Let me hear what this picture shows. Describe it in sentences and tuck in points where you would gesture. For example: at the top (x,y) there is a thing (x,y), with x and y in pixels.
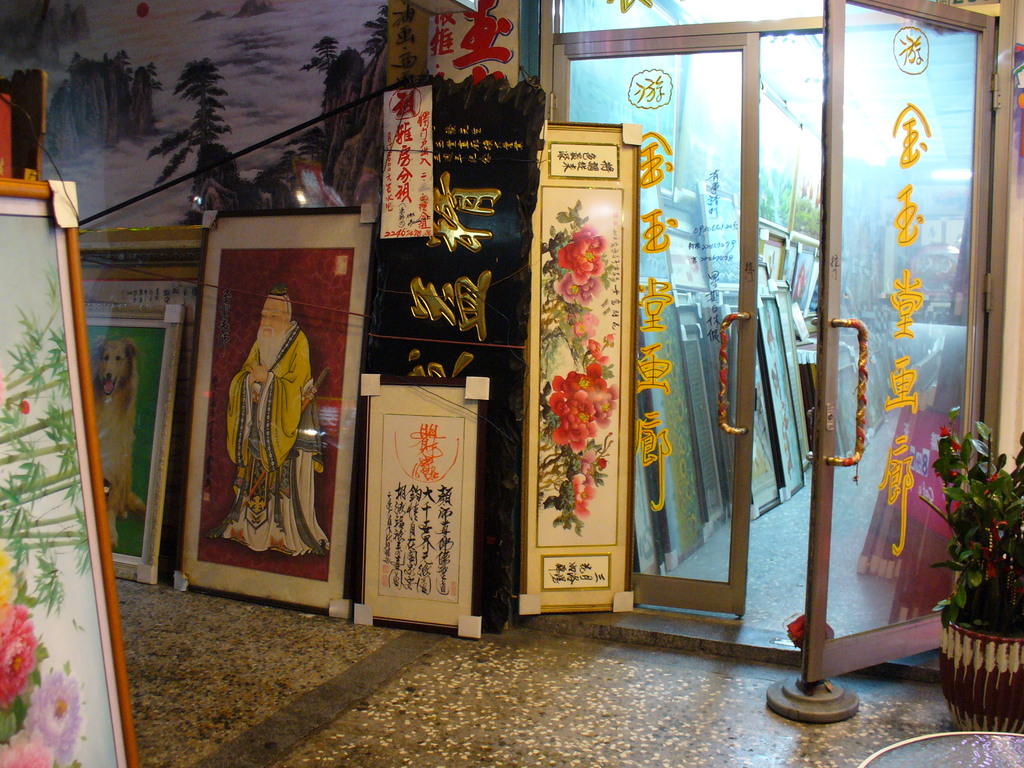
This is the picture of a room (531,157). In this image there are boards (176,372) in the room (753,669). There are paintings (314,449) on the boards (539,416). On the right side of the image (837,225) there is a door (713,225) and there is a text (659,78) on the door (855,549) and there is a plant (989,584). At the back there are boards (789,237) behind the door (842,476). At the bottom (898,687) there are marbles (511,652).
